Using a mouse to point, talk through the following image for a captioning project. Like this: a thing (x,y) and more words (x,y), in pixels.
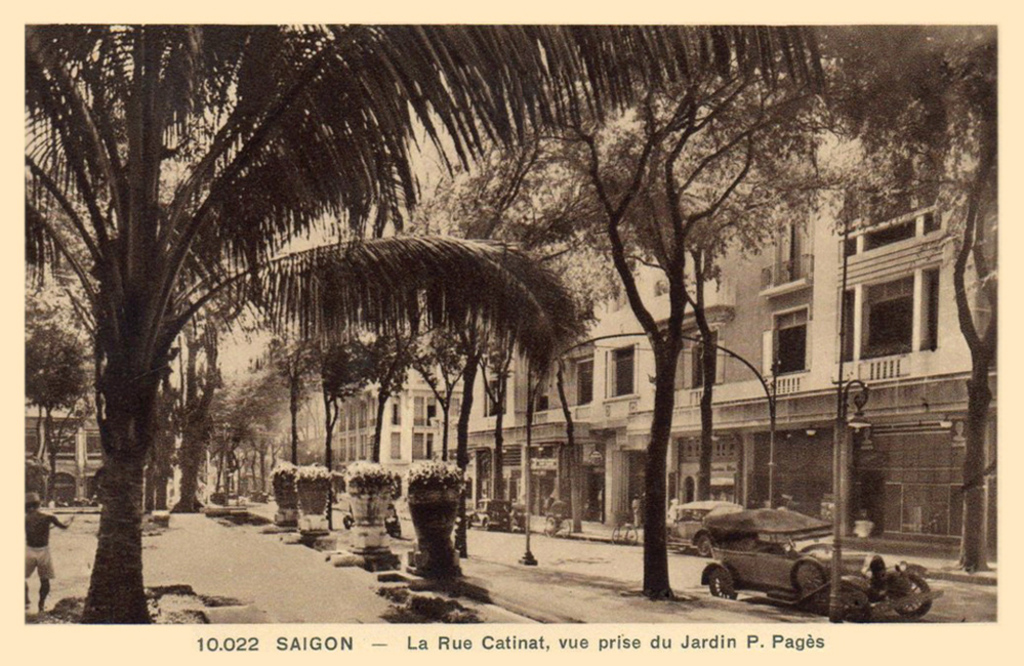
in this image there is a paper (191,654). There is text (720,641) in the foreground (723,628). There are trees (652,520) and buildings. There is grass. There is a road (545,539). There is a person (32,526) on the left side (47,534). There are vehicles (709,547). There is a sky (372,238).
